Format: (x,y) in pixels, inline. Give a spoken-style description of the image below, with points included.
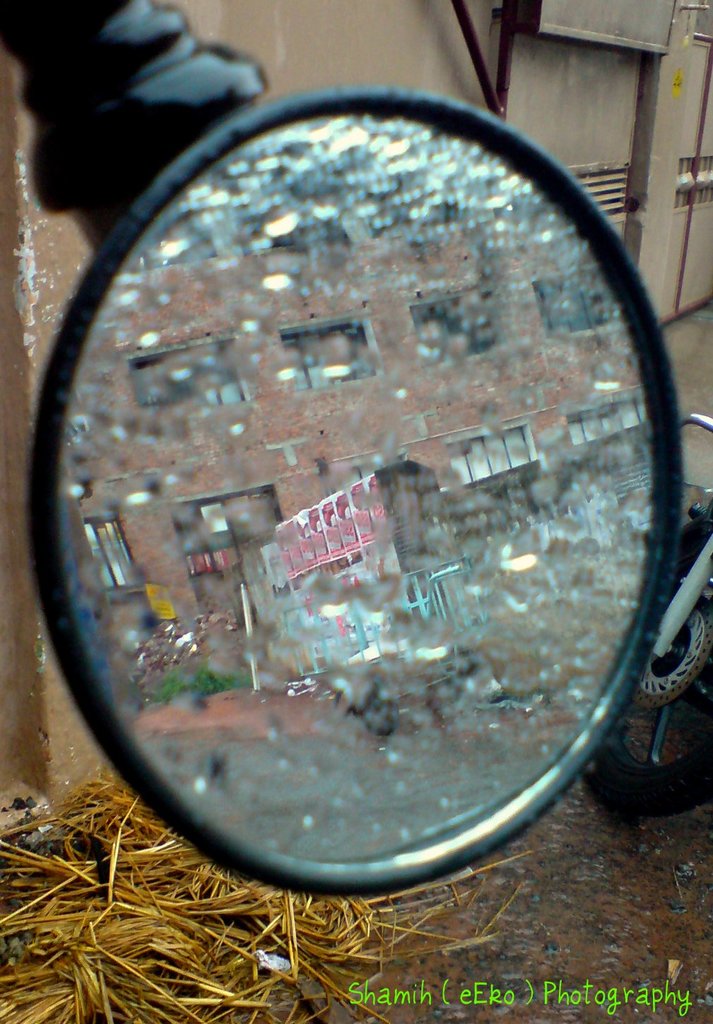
There is a mirror (382,477) in the middle of this image (457,645). We can see a wheel (679,742) of a bike (668,649) on the right side of this image (689,636). There is a dry grass (331,925) and a watermark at the bottom of this image (347,1006).
